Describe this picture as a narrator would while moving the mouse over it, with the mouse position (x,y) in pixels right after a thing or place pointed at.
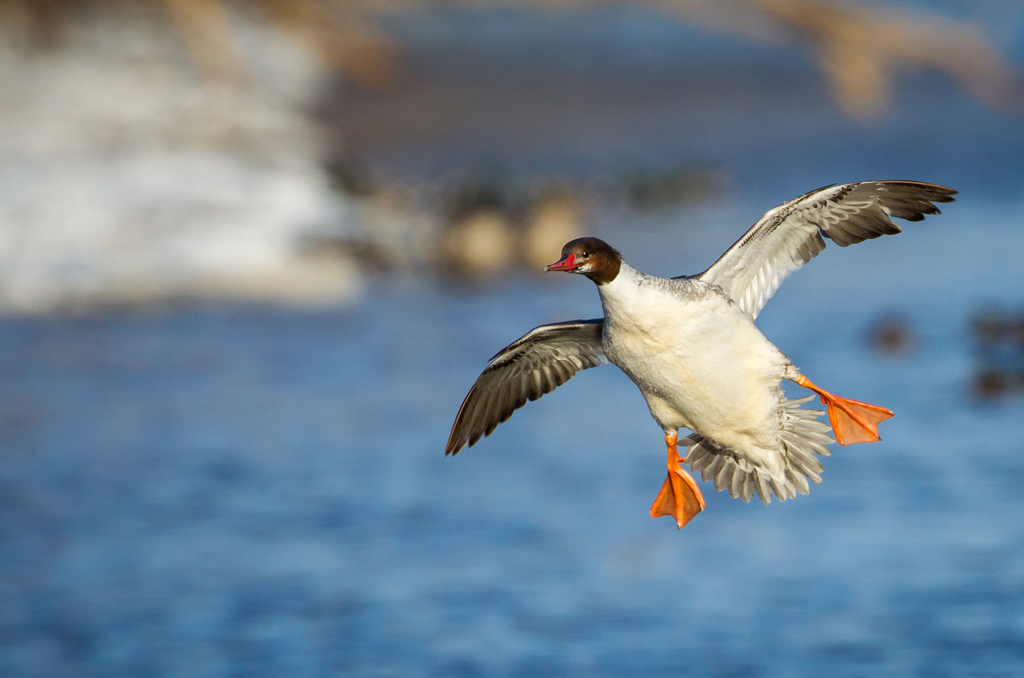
In the image we can see a bird (684,489) flying and the bird (694,458) is white, gray, red and orange in color. Here we can see the water (309,541) and the background (287,557) is blurred.
